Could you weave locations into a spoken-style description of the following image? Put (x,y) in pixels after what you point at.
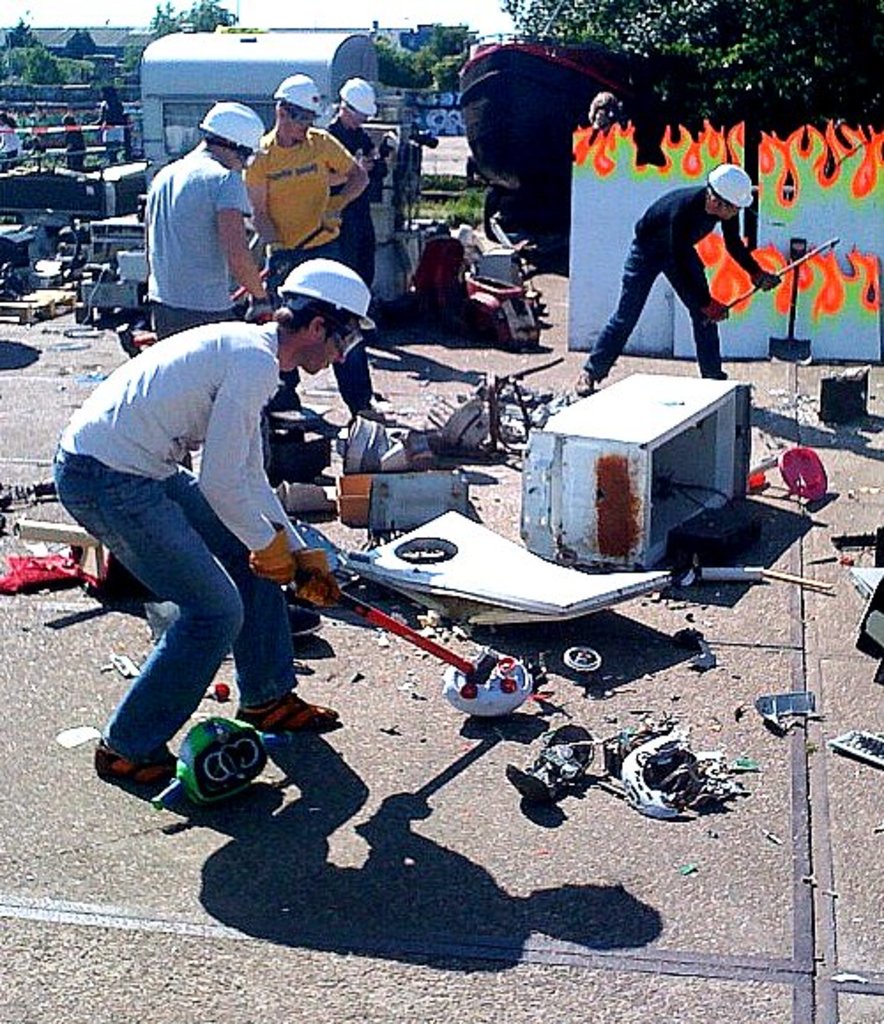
In this image there are a few people (357,328) standing and holding some objects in their hands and doing some work, there are so many objects (380,495) on the surface (370,657), there is a banner (828,217) with painting (818,170), beside that there is a metal structure (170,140). In the background (797,50) there buildings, trees (435,43) and the sky (297,0).
